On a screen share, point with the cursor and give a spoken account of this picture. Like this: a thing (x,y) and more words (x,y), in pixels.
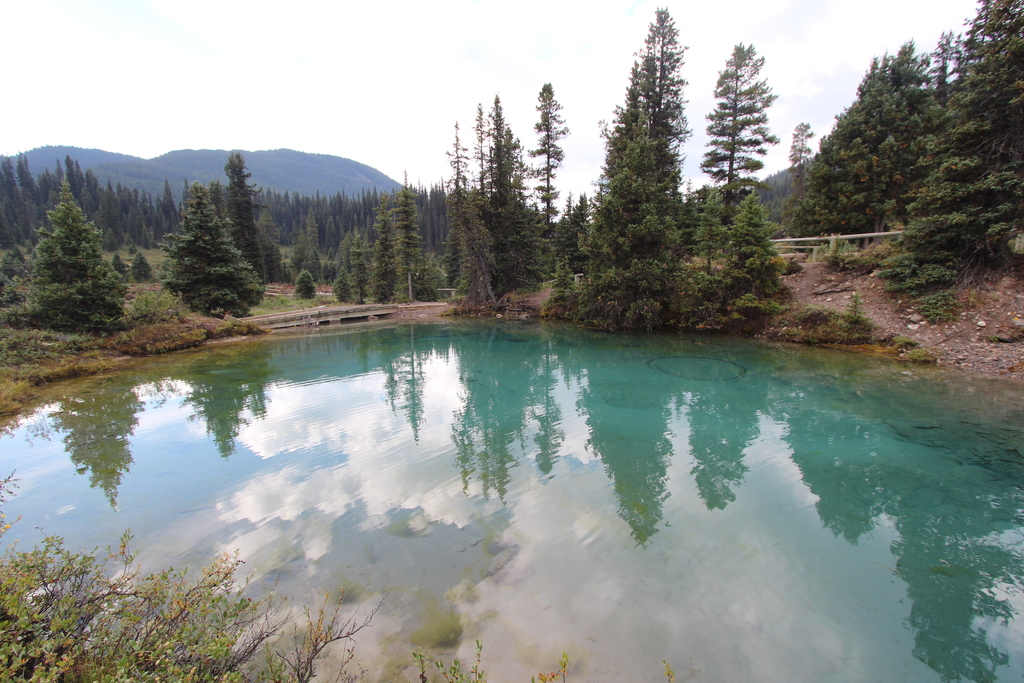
In the foreground of the image (647,498) we can see water (356,361). In the background (544,245) we can see group of trees (558,245), fence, mountains (777,186) and the sky (167,87).
